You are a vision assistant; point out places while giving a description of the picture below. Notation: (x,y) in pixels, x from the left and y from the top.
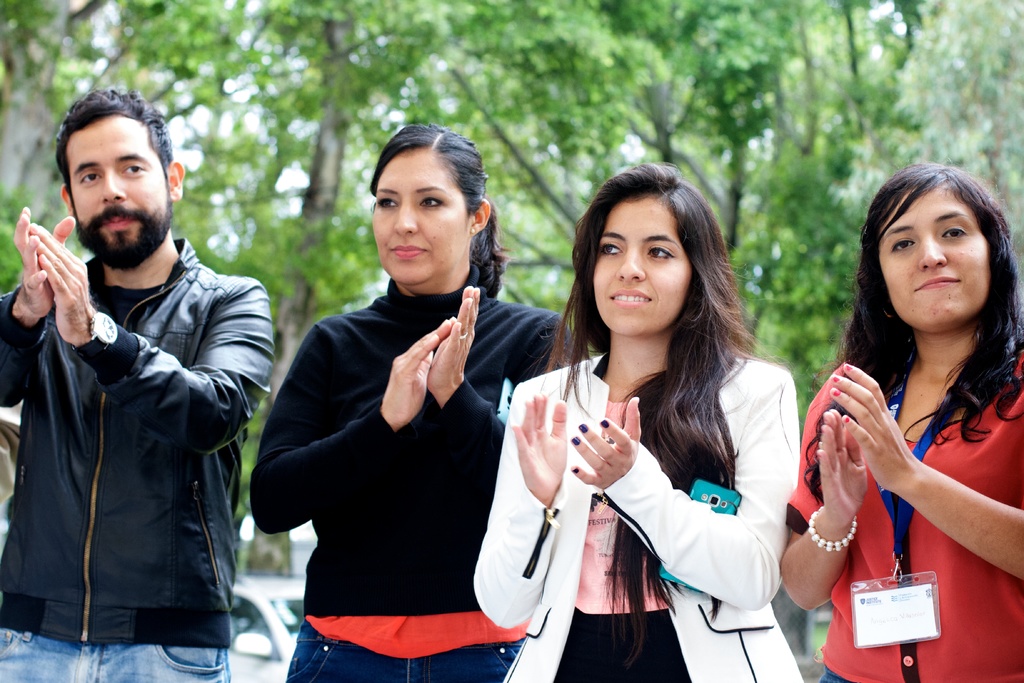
To the left side of the image (57,366) there is a man (145,411) with black jacket (147,352) is standing and clapping. Beside him there is a lady (441,303) with black sweater (370,365) is standing and clapping. Beside her to the right side (722,393) there is a lady (754,401) with white jacket (746,427) is standing and holding the mobile (719,498) and she is clapping. To the right corner of the image (969,432) there is a lady (998,484) with red top (984,468), blue tag (932,433) and an identity card (924,590) is standing and clapping. Behind them to the top of the image (600,94) there are trees (309,171) and to the bottom of the image (263,619) there is a car (257,620).
